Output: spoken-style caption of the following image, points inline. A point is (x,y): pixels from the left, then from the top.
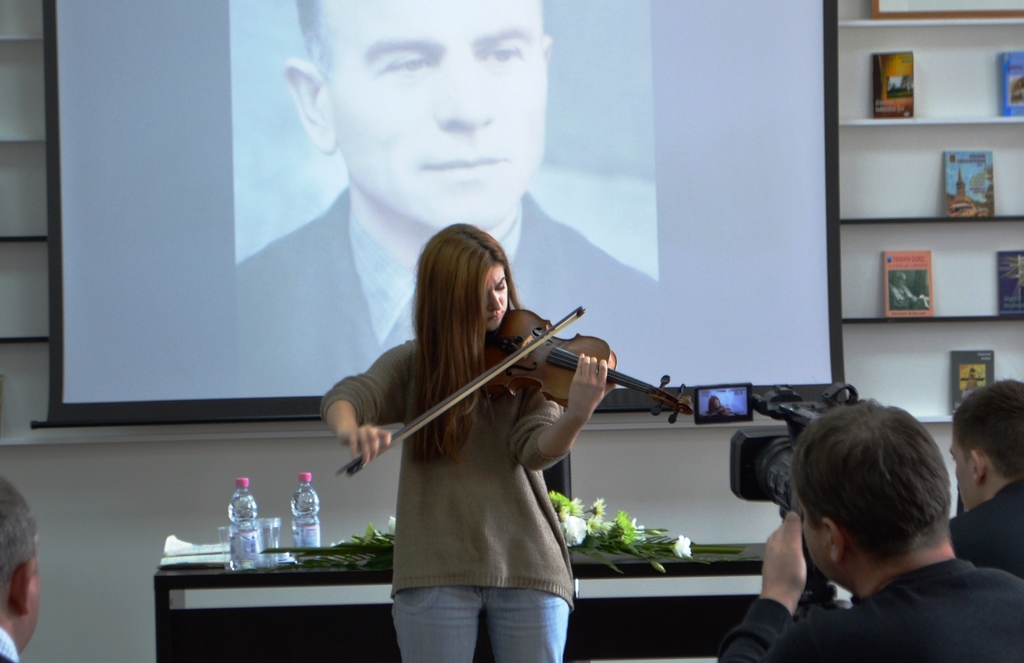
This is a screen (536,153). Here we can see few books (955,358) in a rack (945,293). We can see one woman (428,639) playing violin (547,364). This man (865,431) is recording this woman (474,475). Behind to this woman (539,495) we can see a table (676,567) and on the table (712,571) we can see flowers (584,543), bottles (304,534). glass (276,542).
